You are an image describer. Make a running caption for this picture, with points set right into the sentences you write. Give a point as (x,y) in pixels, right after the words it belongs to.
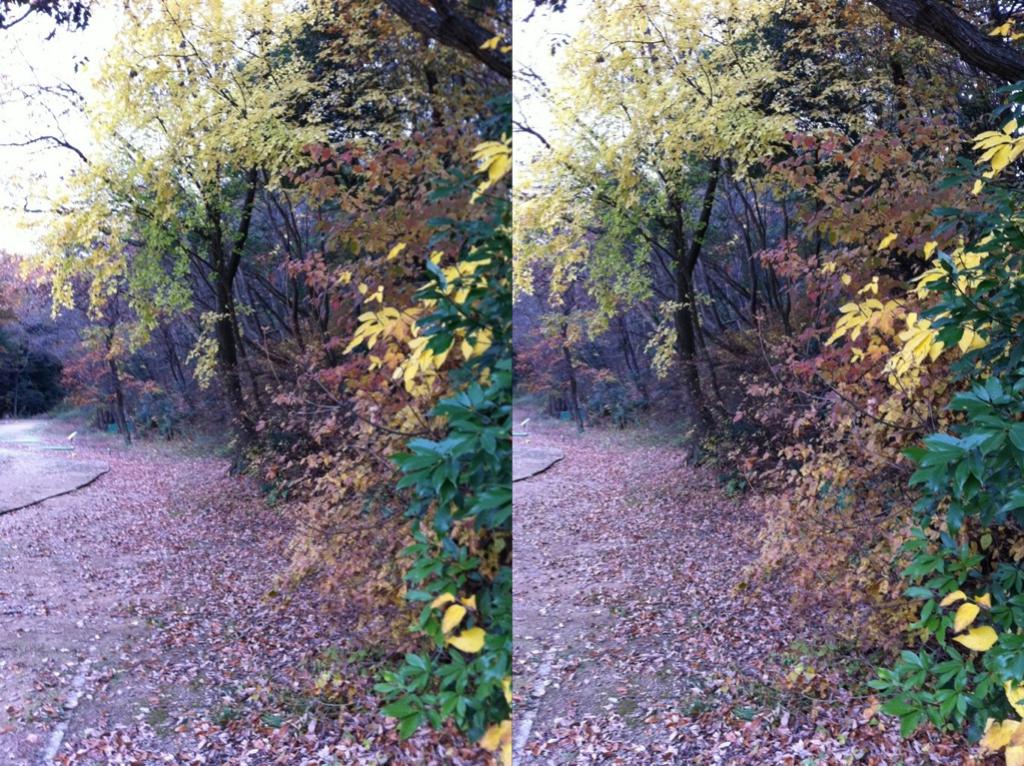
Here we can see collage photos, in it we can see trees (669,283), dry leaves (828,559) and the sky (78,99).
